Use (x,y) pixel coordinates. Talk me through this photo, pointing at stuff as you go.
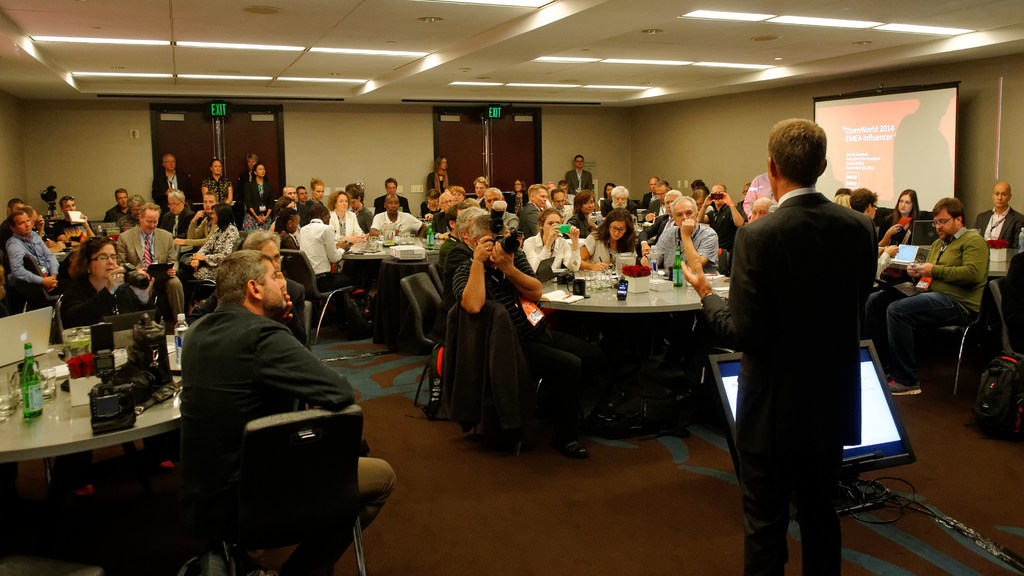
This is the picture of a room (16,470) in which there are some people (441,255) sitting on chairs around the table (49,434) on which there are some bottles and some other things (73,339) and to the side there is a screen (880,178) and two doors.
